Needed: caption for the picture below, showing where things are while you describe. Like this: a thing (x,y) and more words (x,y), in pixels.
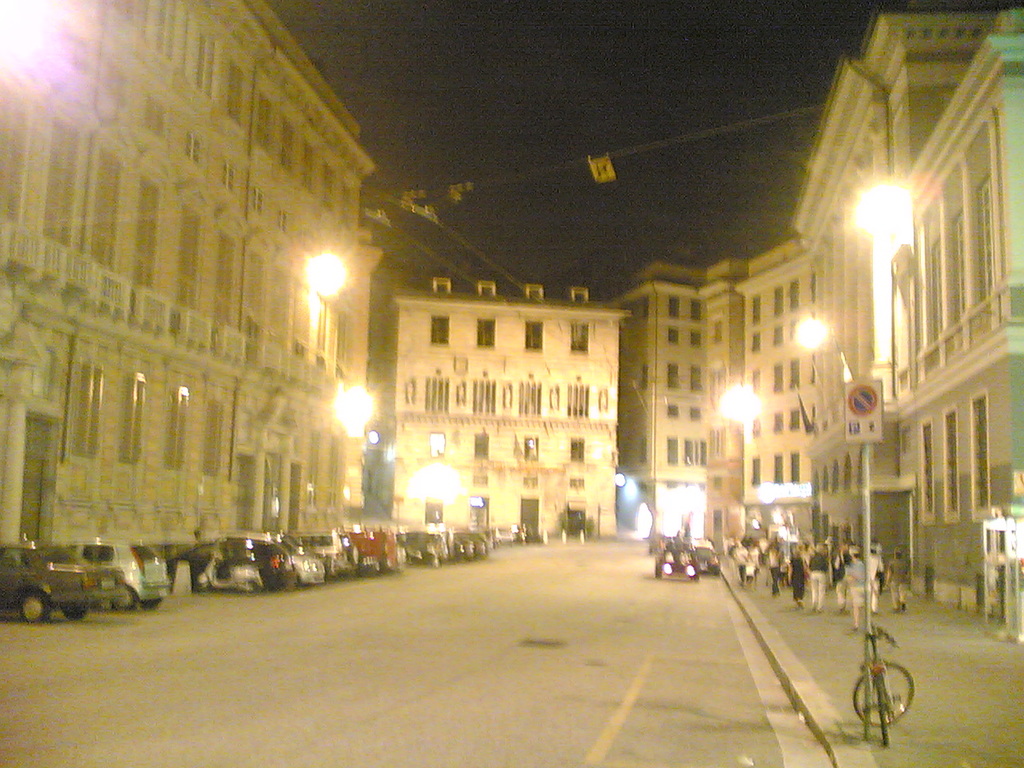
In this image I can see building (823,349), lights (812,339) visible in the middle (442,447) and there are few vehicles (389,560) parking on the road (378,646), in front of the building (534,508) and on the right side (747,559) there are few persons (799,578) walking on the divider (916,632) and a signboard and a vehicle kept on the divider (976,650) and at the top (692,102) I can see the sky (741,144) and this picture is taken in night view.
